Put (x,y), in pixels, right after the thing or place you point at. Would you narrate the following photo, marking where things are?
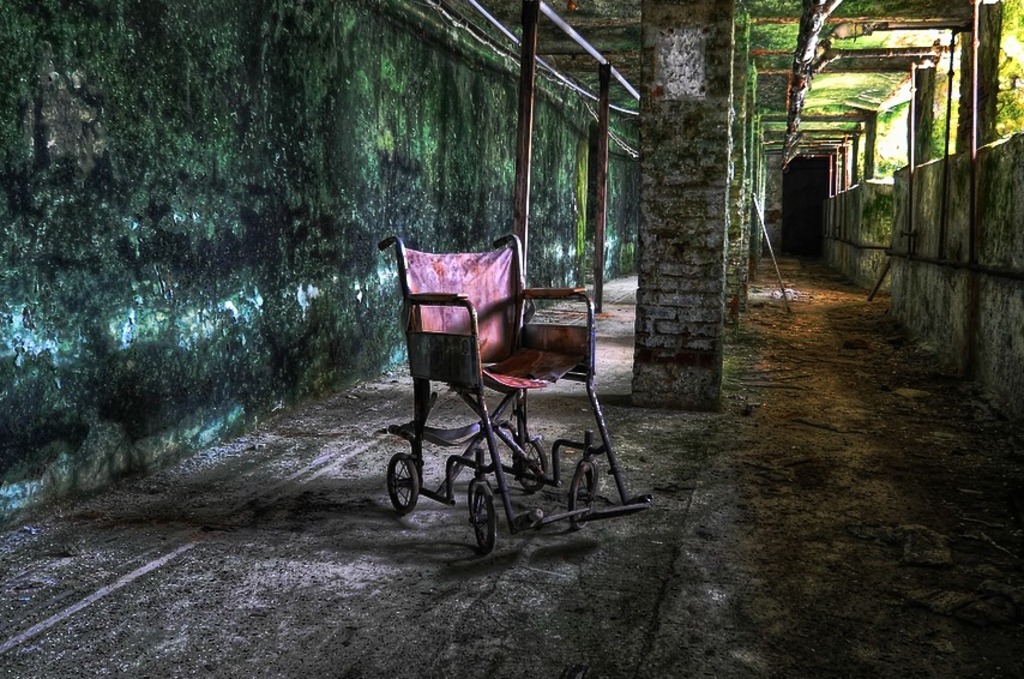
In this image, we can see a chair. We can see the ground (781,305) with some objects (871,301). We can see some pillars (758,188). We can see the wall (988,240) with algae (419,170). There are a few poles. We can see the roof (896,9).
